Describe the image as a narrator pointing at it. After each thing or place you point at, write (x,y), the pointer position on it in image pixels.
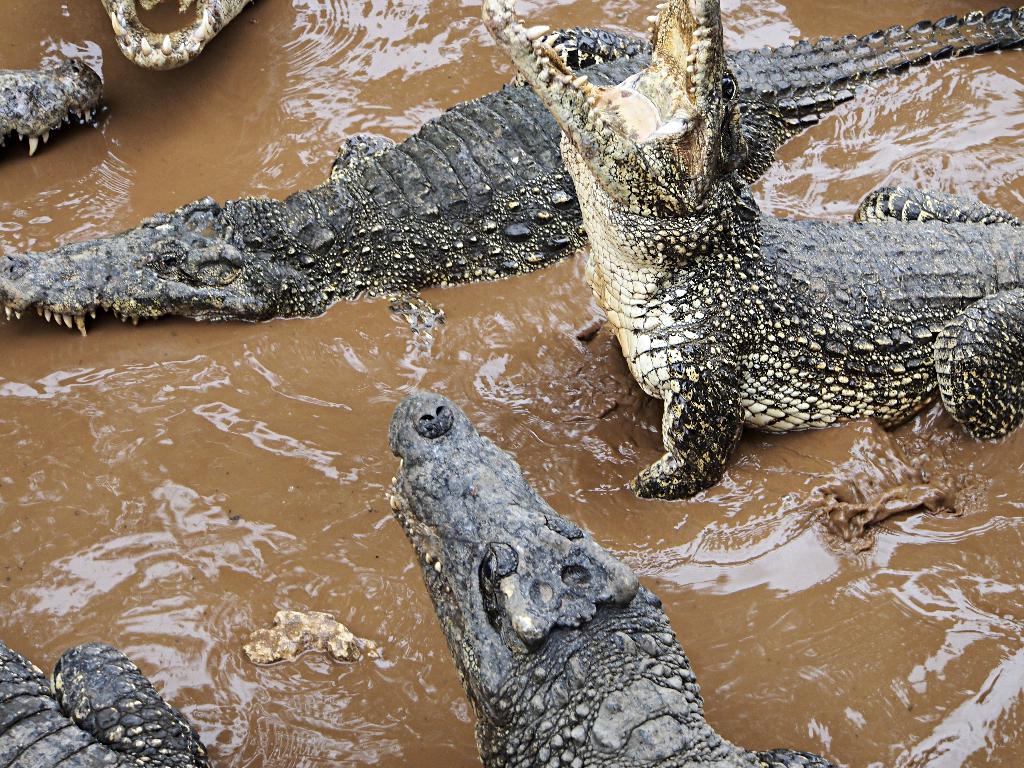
In this picture there are crocodiles (790,421). At the bottom (182,593) there is water (713,504).
